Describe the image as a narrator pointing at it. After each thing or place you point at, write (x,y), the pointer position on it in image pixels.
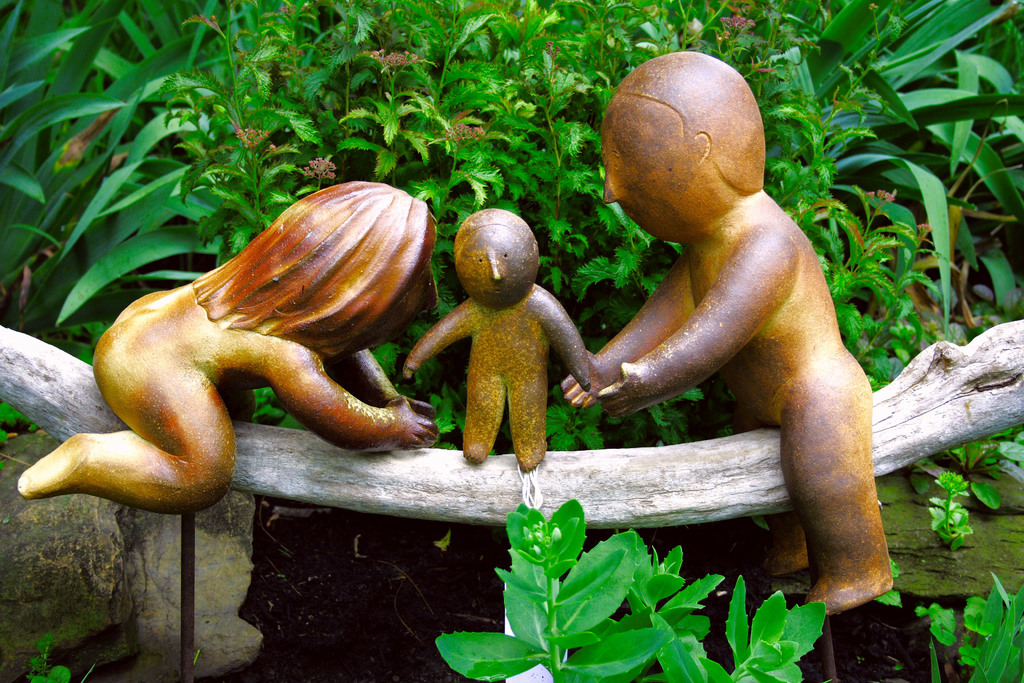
In the center of the image (494,376) we can see toys (664,389) placed on the log (434,479). In the background (355,154) there are plants (511,70).
